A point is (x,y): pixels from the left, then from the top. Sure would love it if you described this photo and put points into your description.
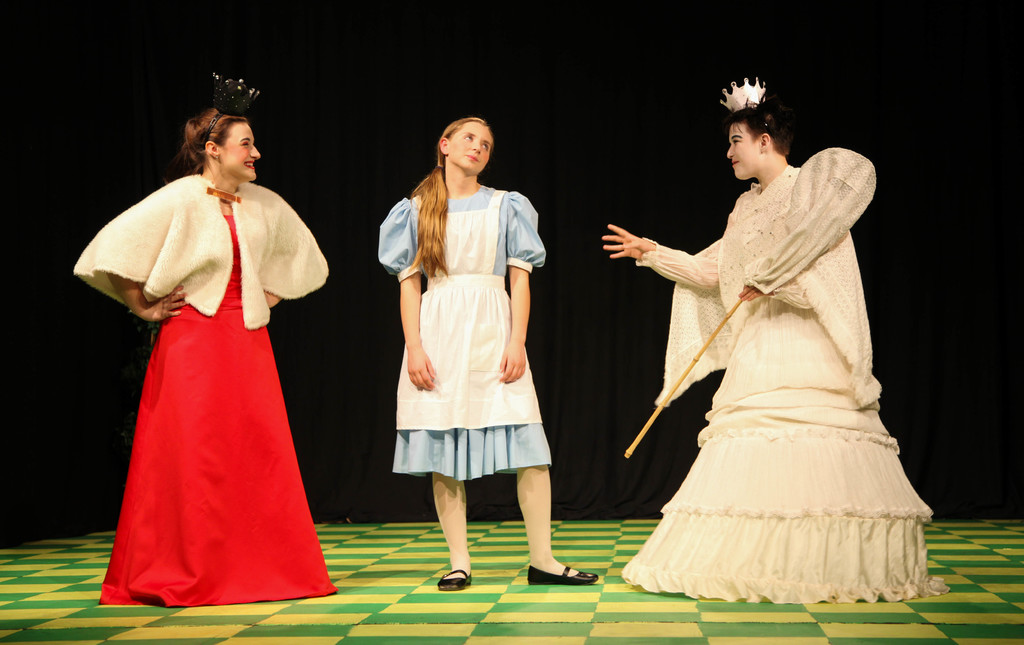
In this image I can see the green and yellow colored floor (603,603) and on it I can see three persons (747,337) standing. I can see the black colored background (325,146).
